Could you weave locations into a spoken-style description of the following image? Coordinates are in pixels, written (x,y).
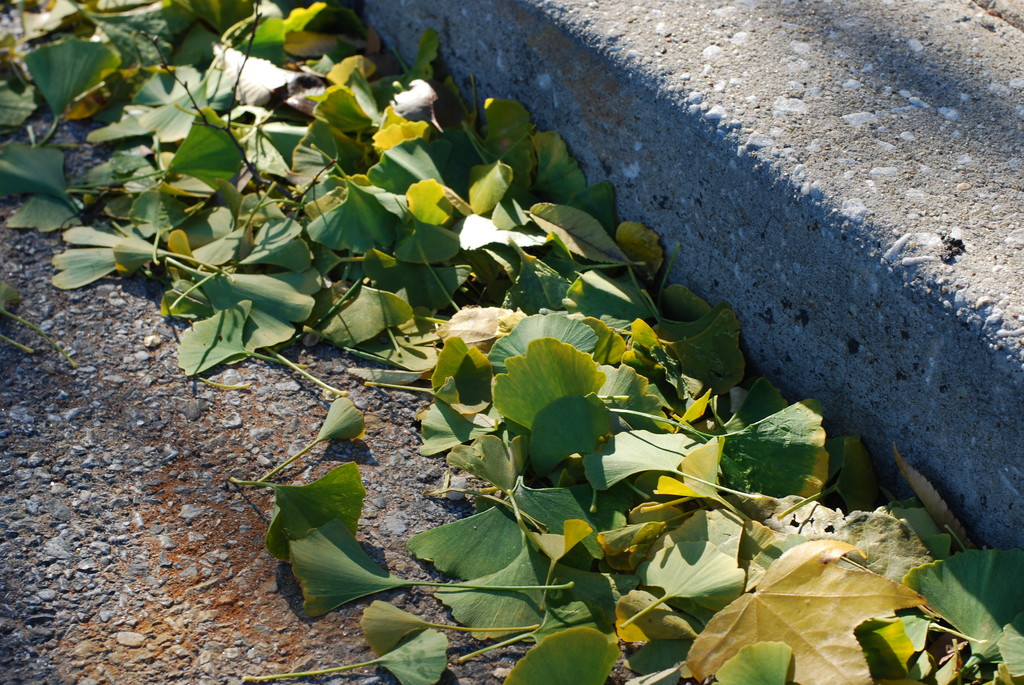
This image consists of leaves (422,390) in green color. At the bottom (38,457), there is a road (4,282). On the right (824,201), we can see a concrete block (788,254). It looks like a pavement (840,297).
